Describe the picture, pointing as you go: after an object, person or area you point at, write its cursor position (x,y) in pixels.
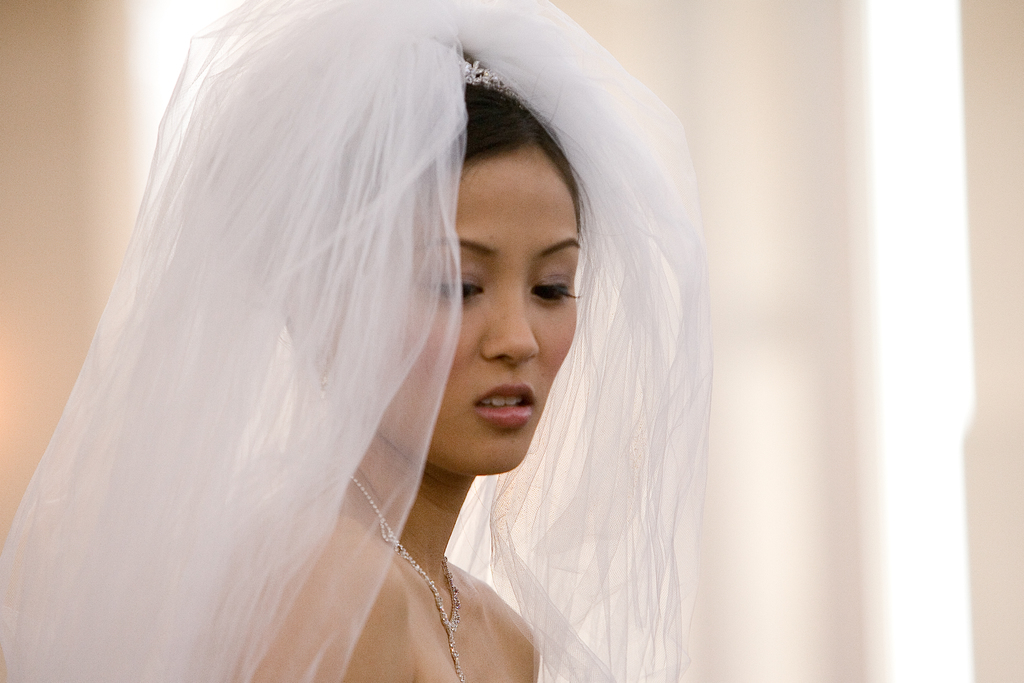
In this image there is a woman (340,604).
